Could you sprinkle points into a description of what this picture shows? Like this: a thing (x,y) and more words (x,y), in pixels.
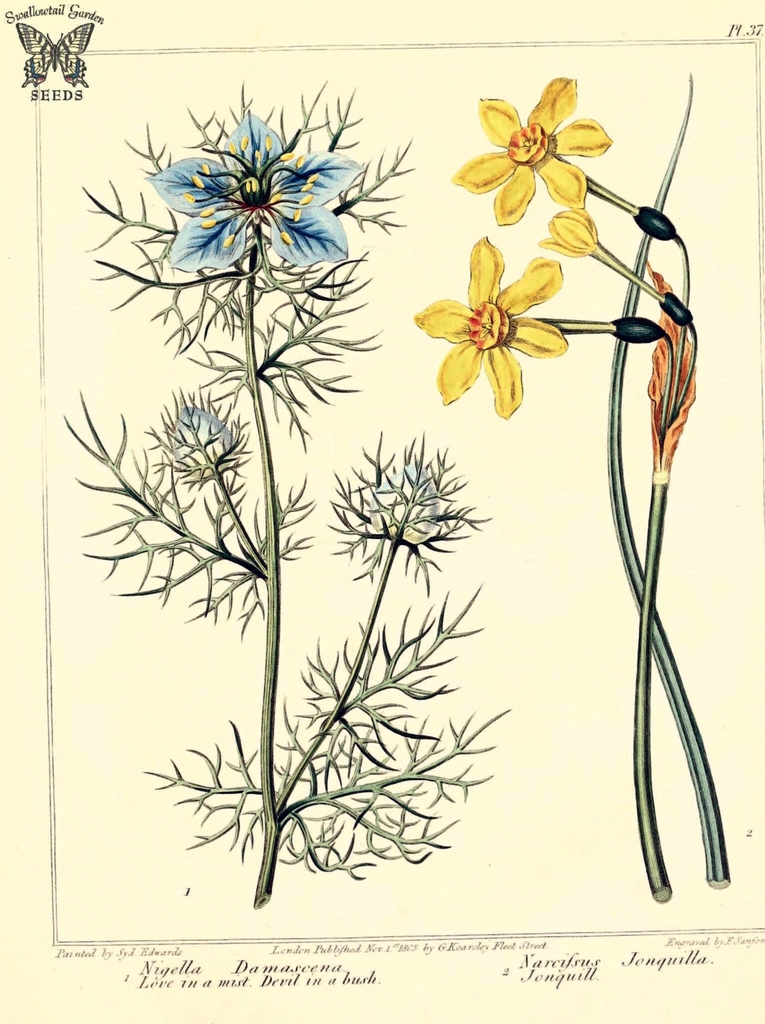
In this picture there are two flowers (496,325) which are blue and yellow in color and there is something written below it.
